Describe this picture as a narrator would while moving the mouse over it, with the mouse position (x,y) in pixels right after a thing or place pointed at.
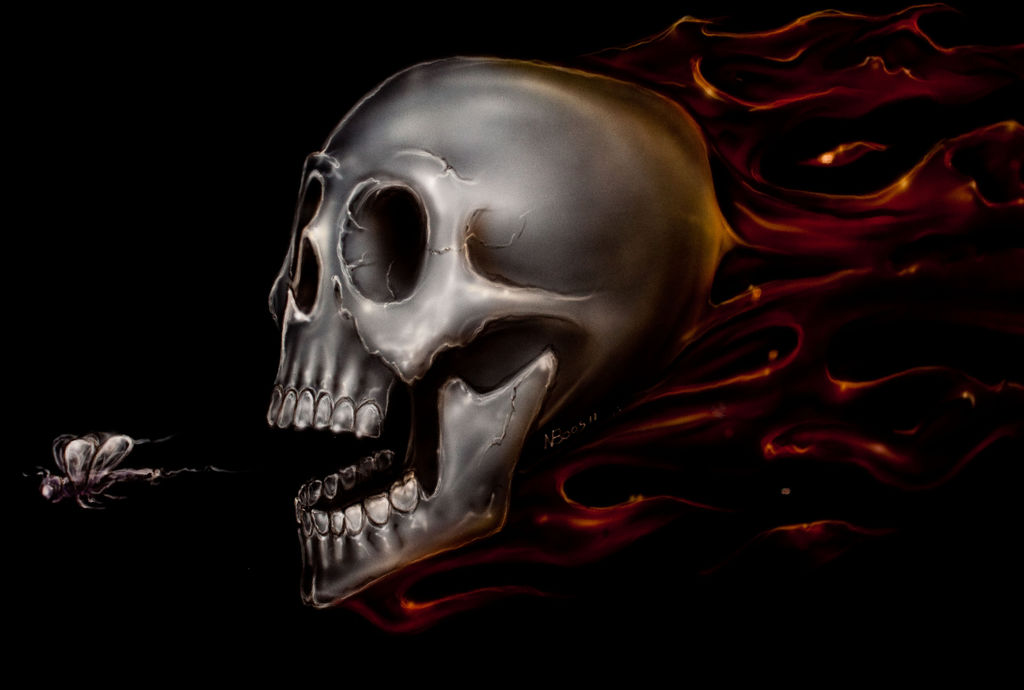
This is an animated image. Here we can see a skull (391,326) and behind it there is a design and on the left (86,483) there is an insect (86,483).
